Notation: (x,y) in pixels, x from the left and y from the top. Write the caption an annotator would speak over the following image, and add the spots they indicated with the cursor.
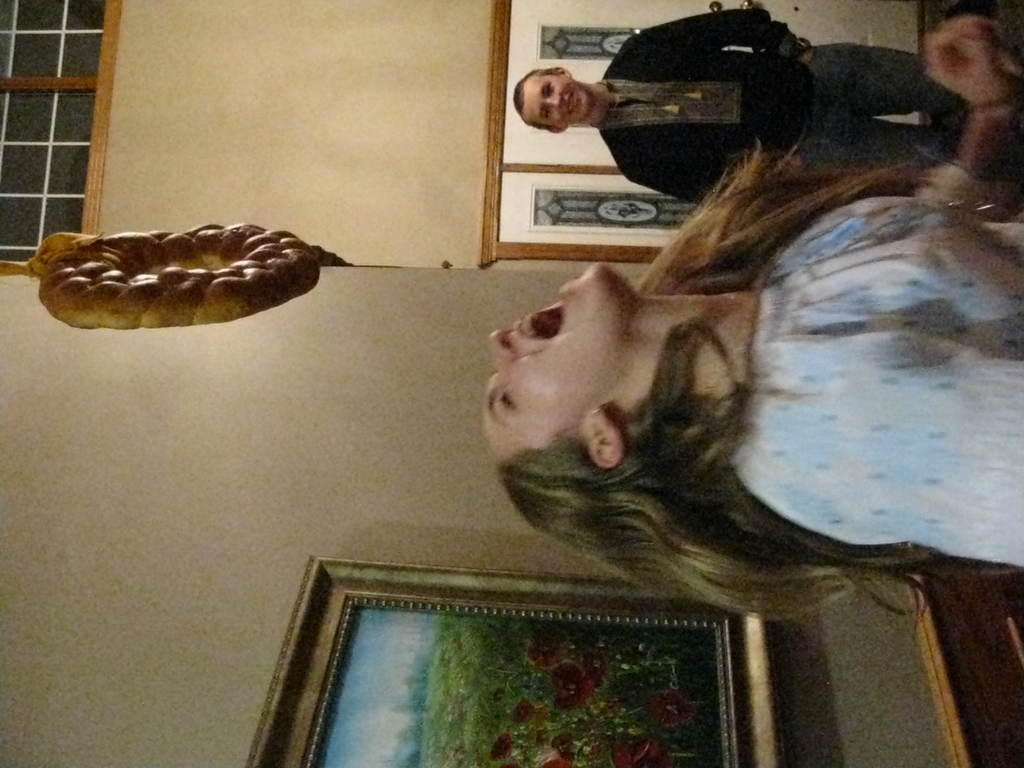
In the picture we can see a woman (570,519) standing and looking up and shouting and behind her we can see a wall (166,390) with photo frame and painting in it and beside her we can see a man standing near the wall (182,397) and smiling.
